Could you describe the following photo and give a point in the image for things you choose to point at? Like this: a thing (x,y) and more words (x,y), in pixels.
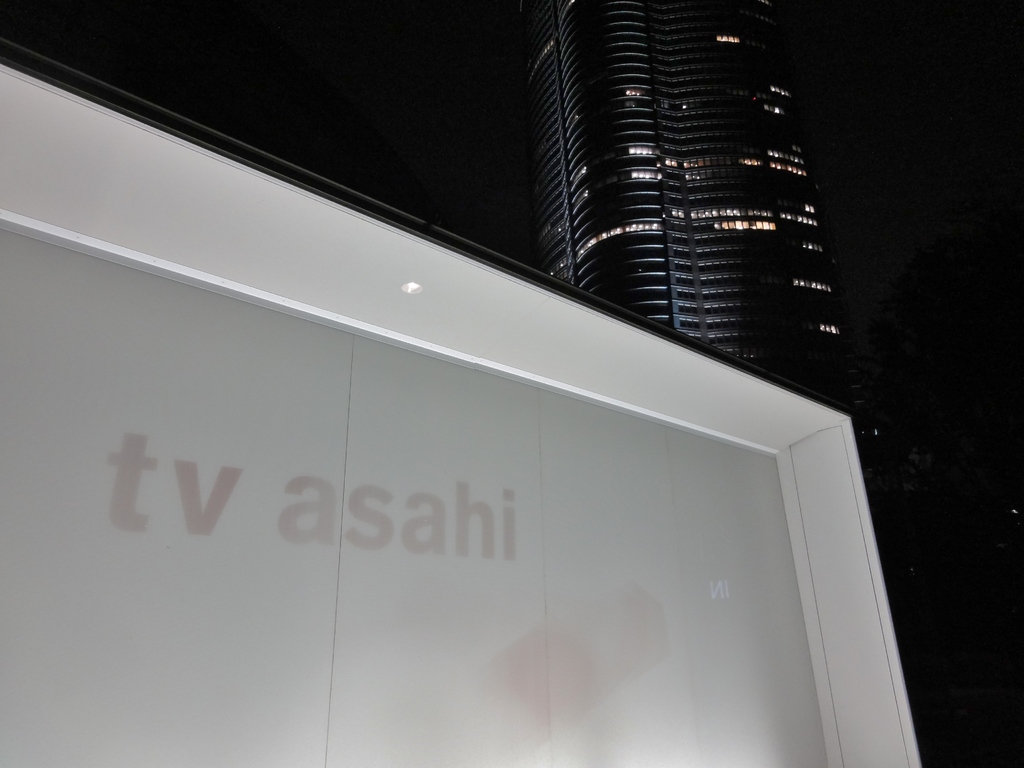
In this image we can see a wall (570,575) with glass (386,428) and a company name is represented on it. In the background of the image (1011,312) there is a building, tree (920,288) and other objects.
